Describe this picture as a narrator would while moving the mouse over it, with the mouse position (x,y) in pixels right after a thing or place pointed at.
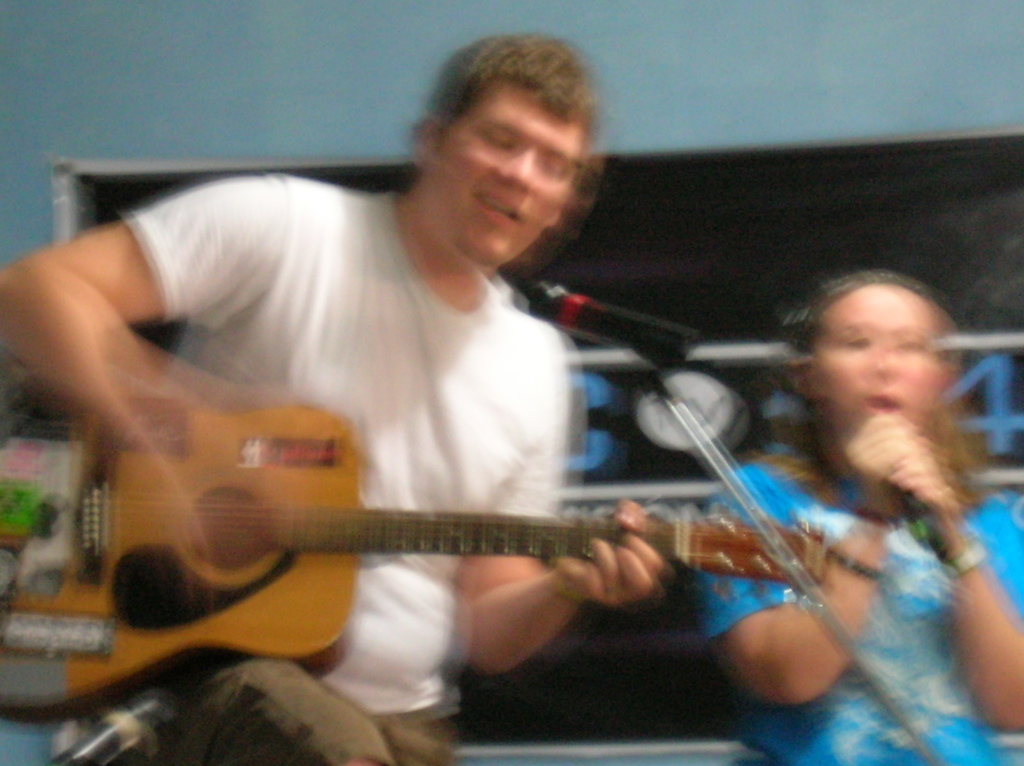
This picture is of inside. On the right (863,484) there is a Woman (929,682) seems to be singing. On the left (273,332) there is a Man (284,696) sitting and playing Guitar (421,531) and there is a Mic (589,318) attached to the stand (769,541). In the background (671,35) we can see a Wall (875,81).
